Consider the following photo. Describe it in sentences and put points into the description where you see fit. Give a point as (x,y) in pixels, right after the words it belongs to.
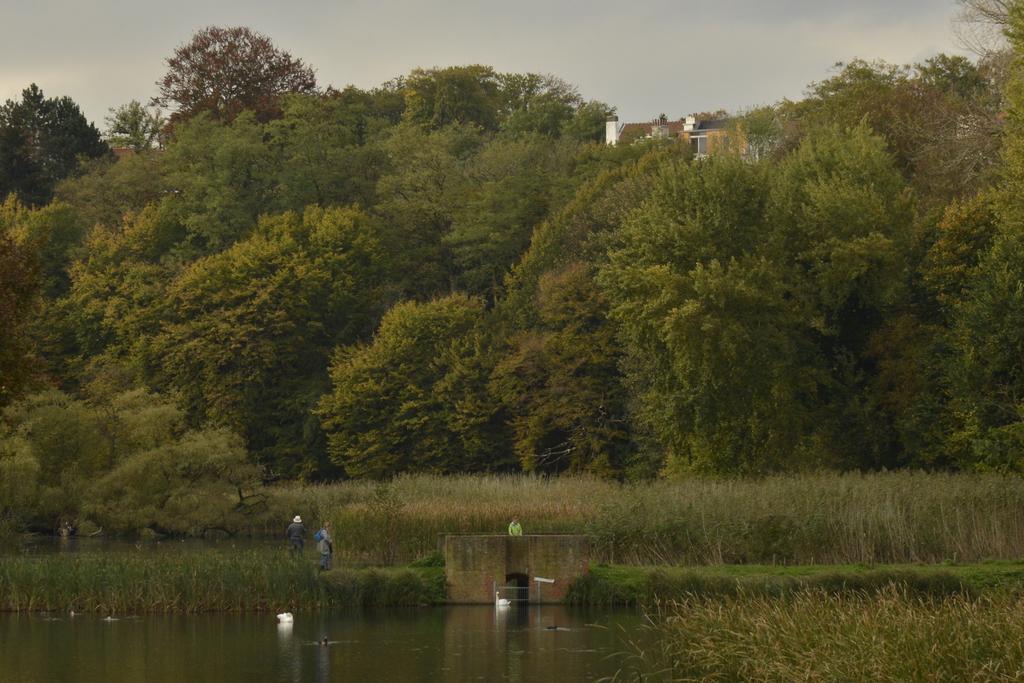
In this picture I can see swans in the water (584,655), there is grass (642,568), there are three persons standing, there are plants (996,493), trees (813,137), and in the background (580,50) there is sky (369,12).
